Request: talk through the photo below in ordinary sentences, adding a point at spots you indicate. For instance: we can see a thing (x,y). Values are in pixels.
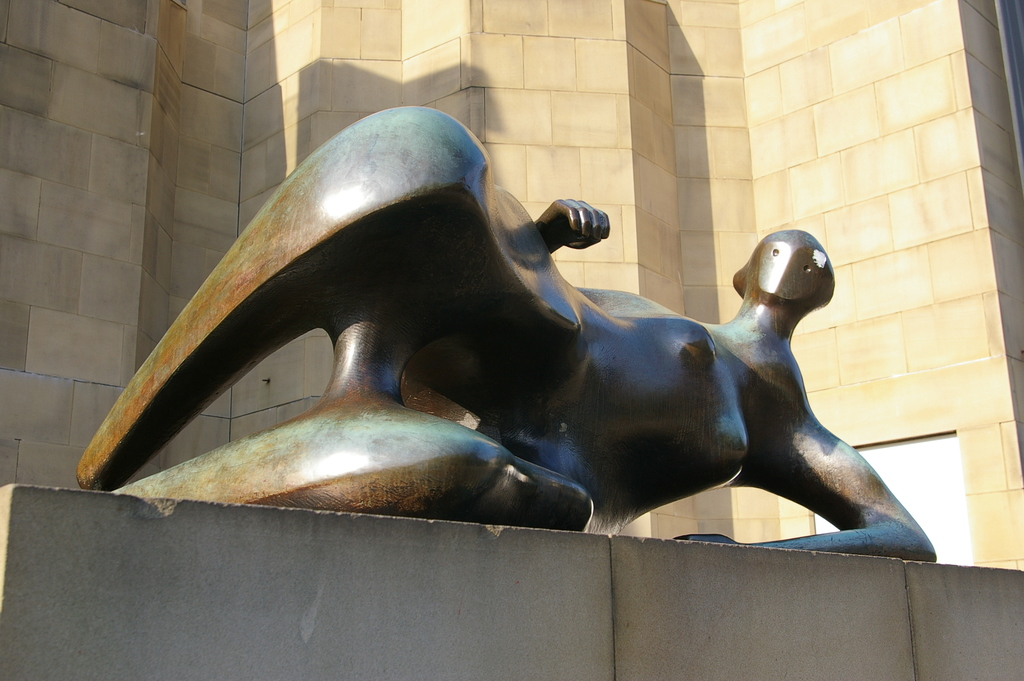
In this picture I can see there is a statue (810,542) lying here on the base (388,627) and in the backdrop (151,237) I can see there is a wall (429,86).
